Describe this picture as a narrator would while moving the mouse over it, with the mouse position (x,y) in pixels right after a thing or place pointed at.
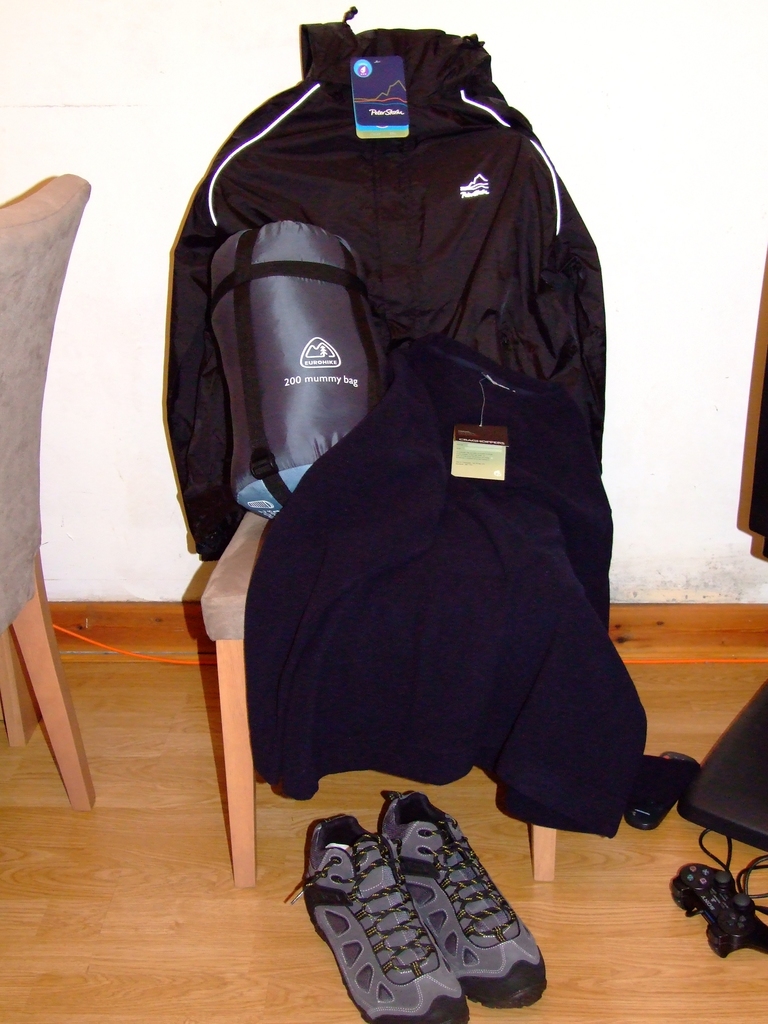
In the image there is a bag (249,372) and back side a jersey (458,282) on a chair (236,610), in front (419,873) there is a shoe (406,940) on the floor (160,885) and on the right side (733,910) there is play station (740,919).
